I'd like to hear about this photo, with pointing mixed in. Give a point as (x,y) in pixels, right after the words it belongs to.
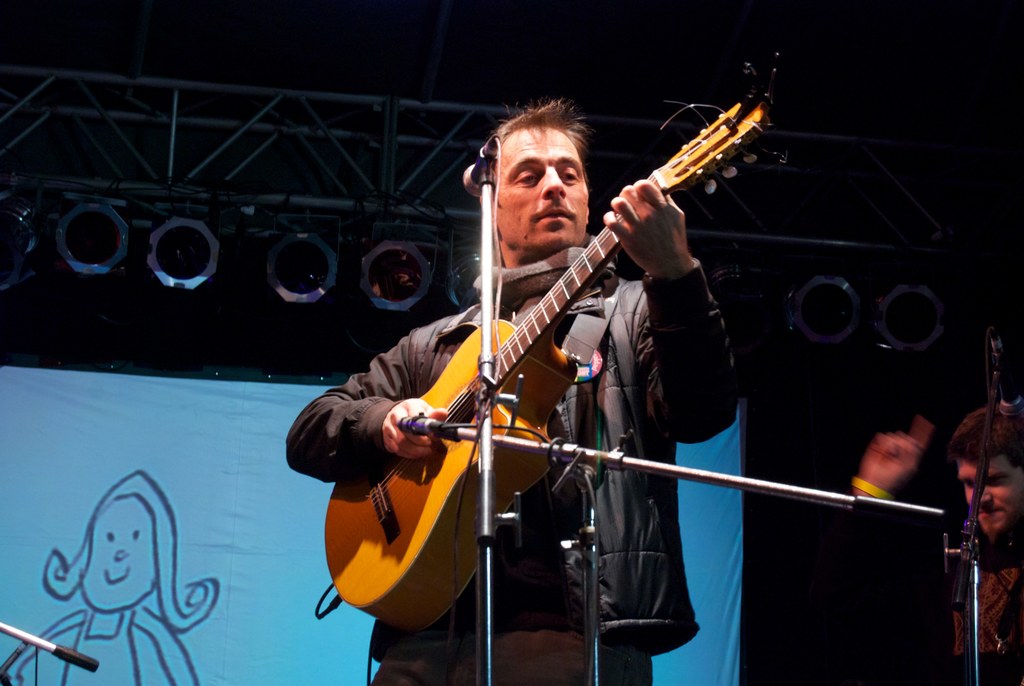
As we can see in the image there are lights (113,227) and two people (616,506) standing and the man (574,431) who is standing here is holding guitar (501,371) and in front of him there is a mic (467,177).
